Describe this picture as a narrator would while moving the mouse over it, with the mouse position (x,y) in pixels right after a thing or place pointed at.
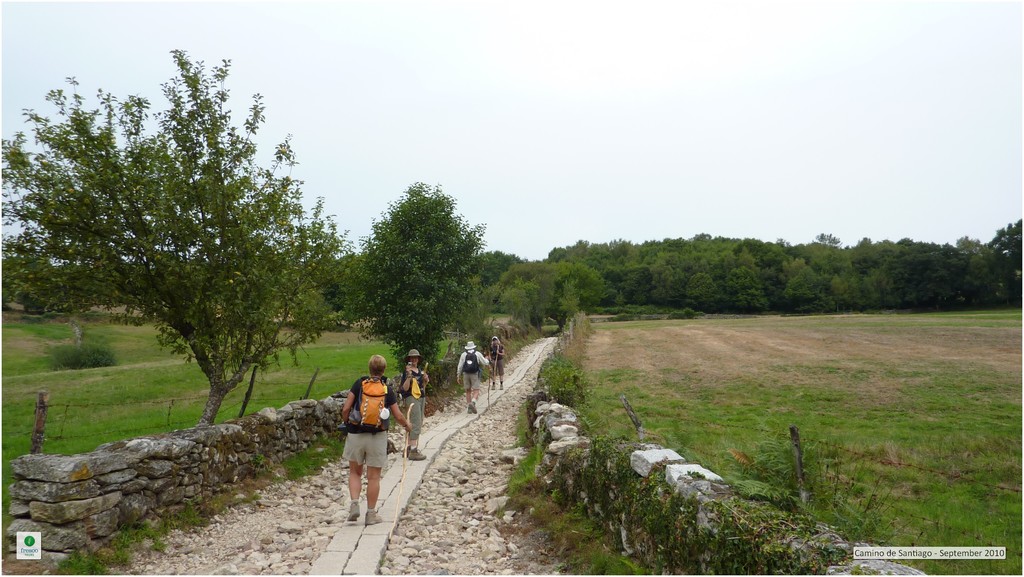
In this image I can see few people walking and wearing bags (378,413) and holding sticks (399,487). I can see few trees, fencing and brick wall (212,482). The sky (640,125) is in white color.
